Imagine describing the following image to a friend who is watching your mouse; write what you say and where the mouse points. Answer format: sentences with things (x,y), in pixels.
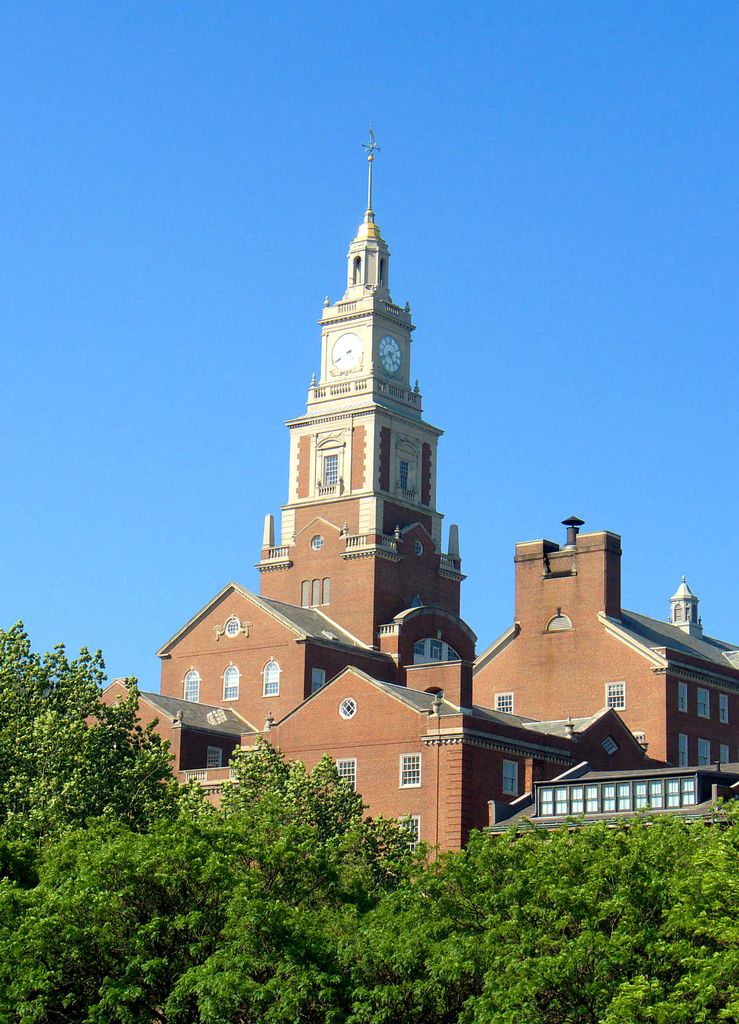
In the center of the image (315,442) there is a building (236,735). At the bottom (704,950) we can see trees (151,869). In the background (87,344) there is sky (441,79).
